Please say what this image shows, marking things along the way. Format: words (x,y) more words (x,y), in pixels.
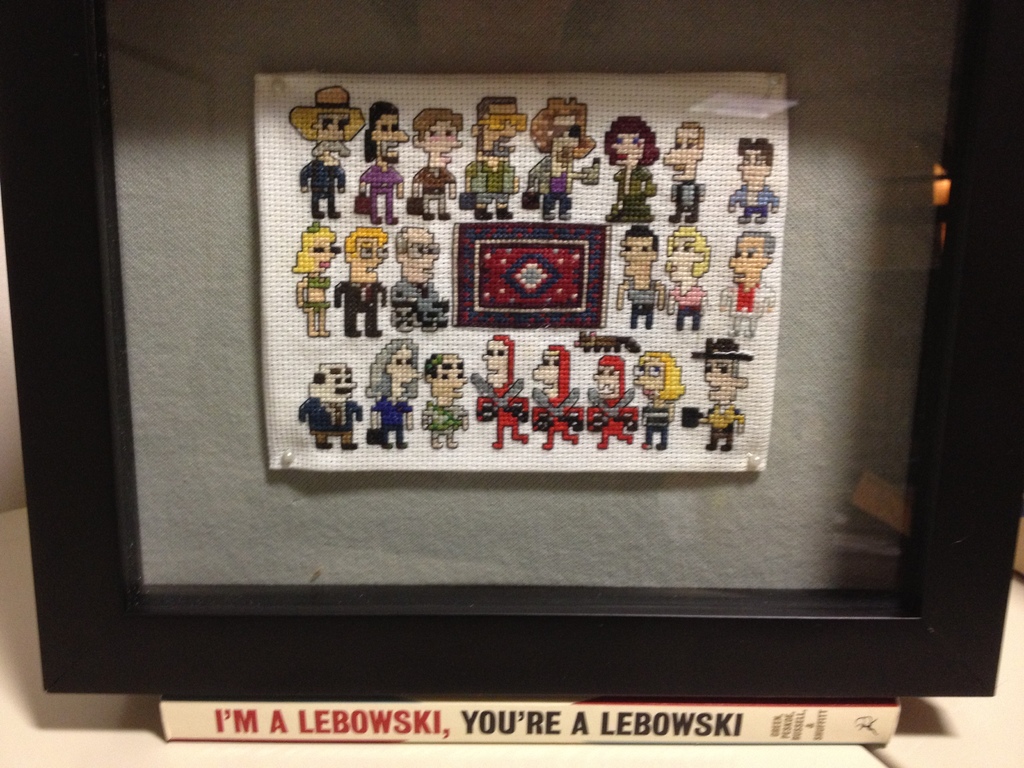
At the bottom of the image (82,740) there is a white surface (230,758). In the middle of the image (344,469) there is a frame (407,655) with a paper (382,454) on it and there are a few images (377,190) on the paper (261,89). There is a book (355,716) under the frame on the white surface (638,752).
